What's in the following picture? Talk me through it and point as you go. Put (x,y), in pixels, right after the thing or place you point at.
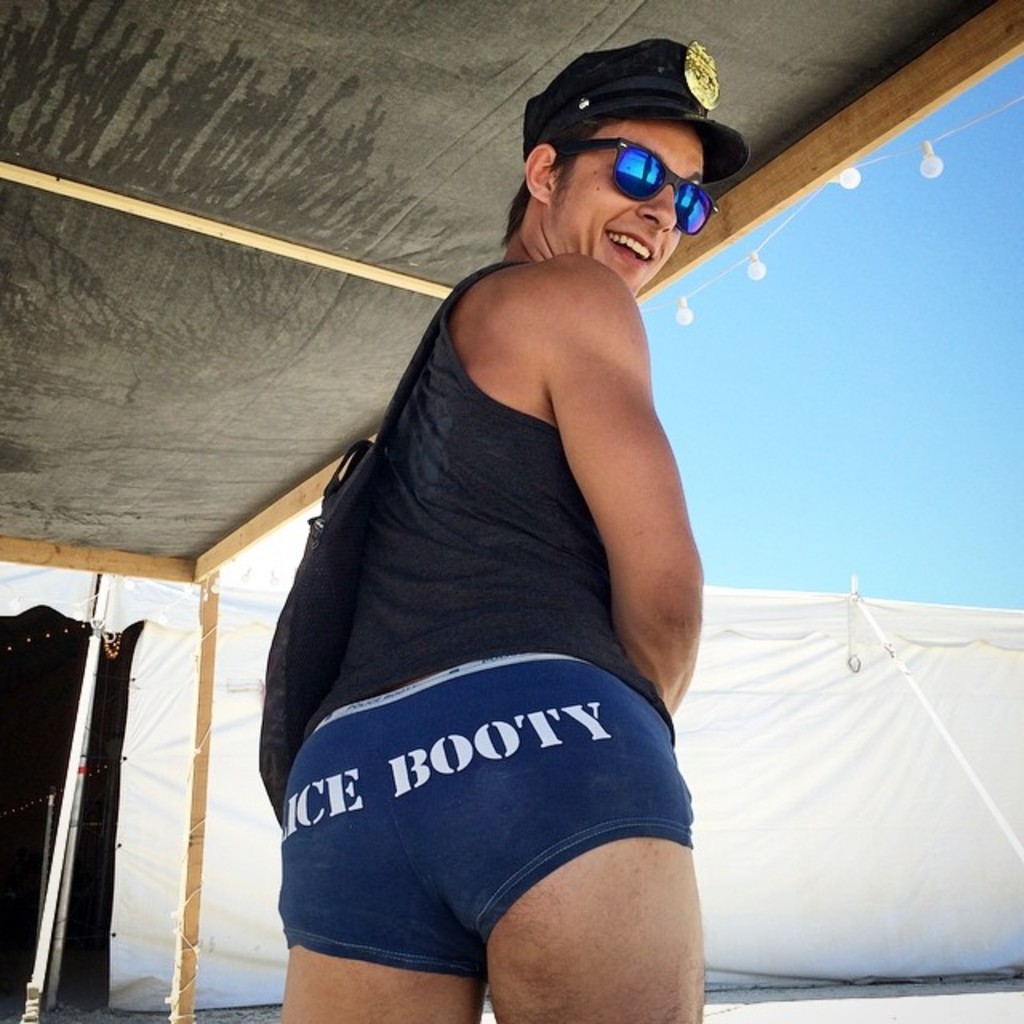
In this image I can see the person (427,668) with the dress (388,702) and the person (394,461) is under the shed (188,479). I can see few lights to the shed (191,481). In the background (944,792) I can see the tent (936,843) and the sky (716,342).
